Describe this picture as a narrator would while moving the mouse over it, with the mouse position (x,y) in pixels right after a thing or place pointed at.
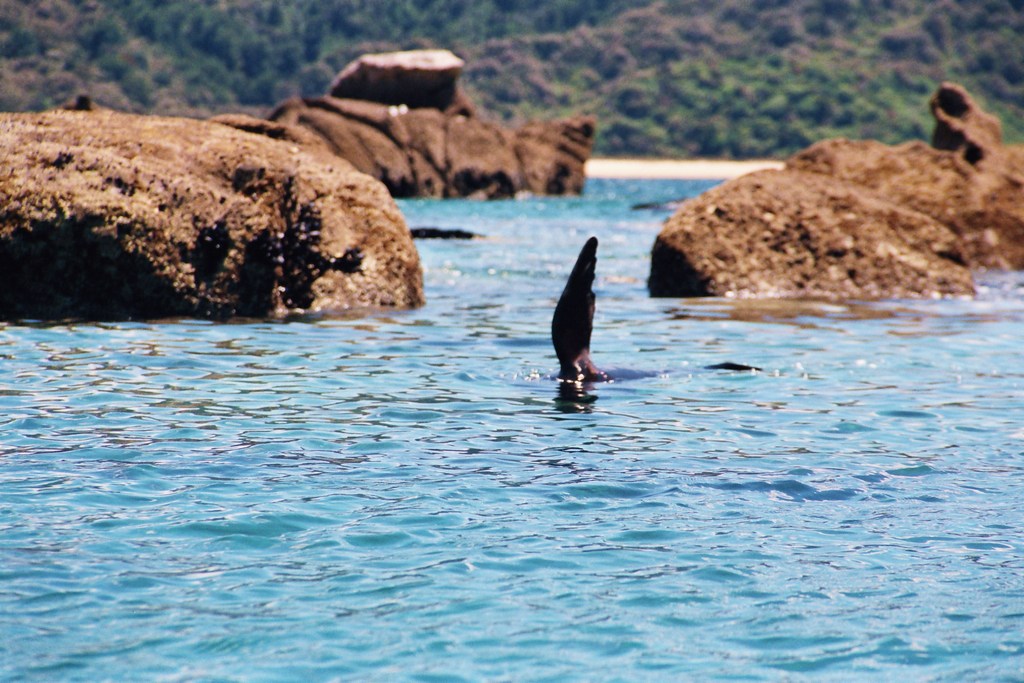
In the foreground of this picture (551,404), there is a fin (574,346) of an animal (569,339) in the water (574,399). In the background (832,244), there are rocks (845,211), trees (704,90) and the sand (645,167).
